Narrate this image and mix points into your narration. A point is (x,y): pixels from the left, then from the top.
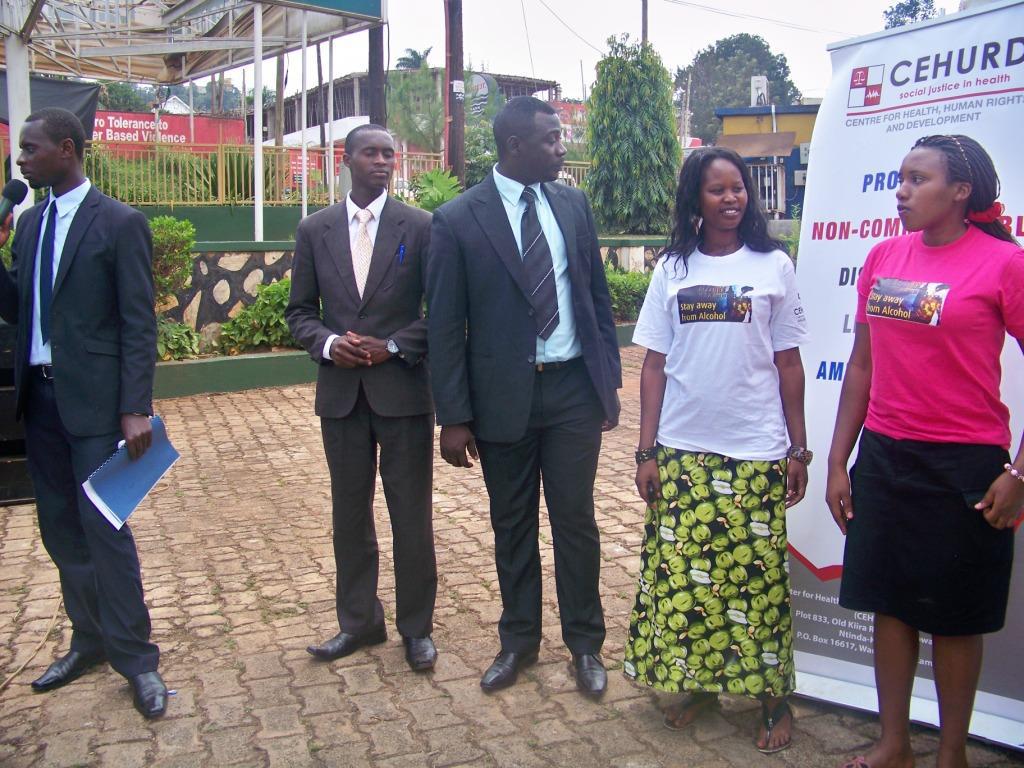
Here in this picture we can see a group of people (738,337) standing on the ground (168,417), as we can see three men (450,334) are wearing suits (439,325) on them and the person (94,296) on the left side (147,308) is speaking something in the microphone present in his hand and he is also holding a file (102,496) in his hand (145,427) and the woman (688,414) in the middle (672,336) is smiling and behind them we can see a banner (999,123) present and we can also see bushes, plants (284,286) and trees (599,113) on the ground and on the left side (293,38) we can see a shed (278,47) also present and in the far we can see some poles (446,52) and stores (781,179) present and we can see the sky (582,52) is cloudy.
